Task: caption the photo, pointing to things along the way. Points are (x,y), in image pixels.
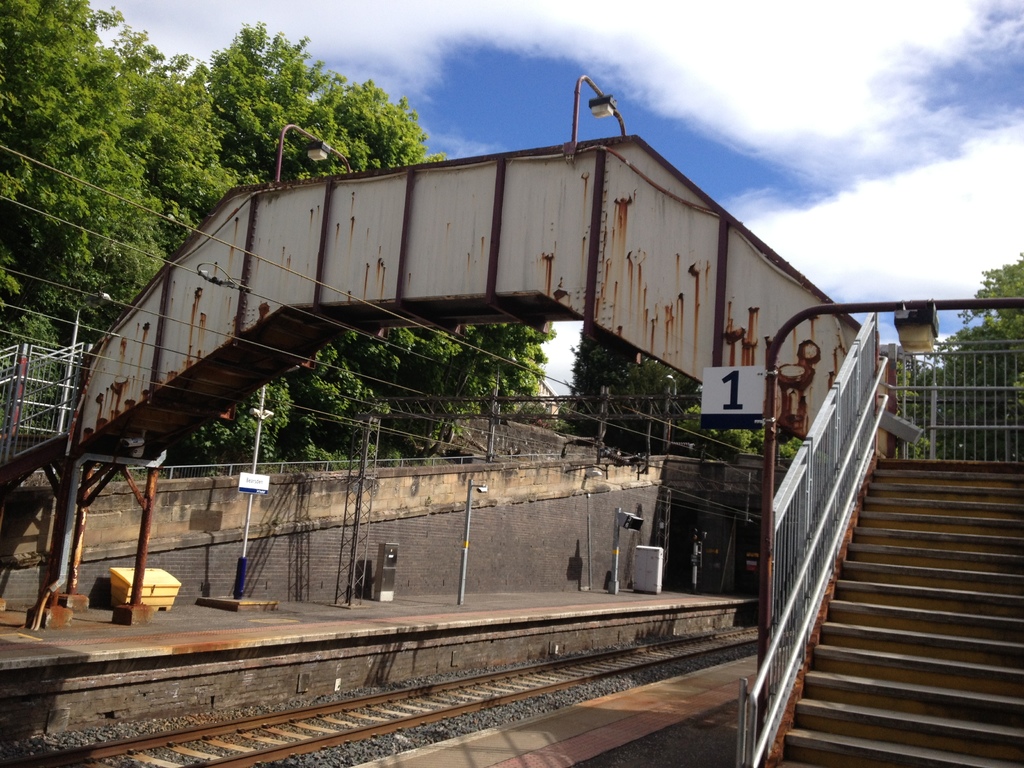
In this image in the front (908,417) there are steps (919,558) and there is a railing (853,405). In the center (657,281) there is a railway track (516,685) and there are poles (365,572) and there is a foot over bridge (218,357). In the background (91,167) there are trees (963,364) and the sky (778,137) is cloudy.
